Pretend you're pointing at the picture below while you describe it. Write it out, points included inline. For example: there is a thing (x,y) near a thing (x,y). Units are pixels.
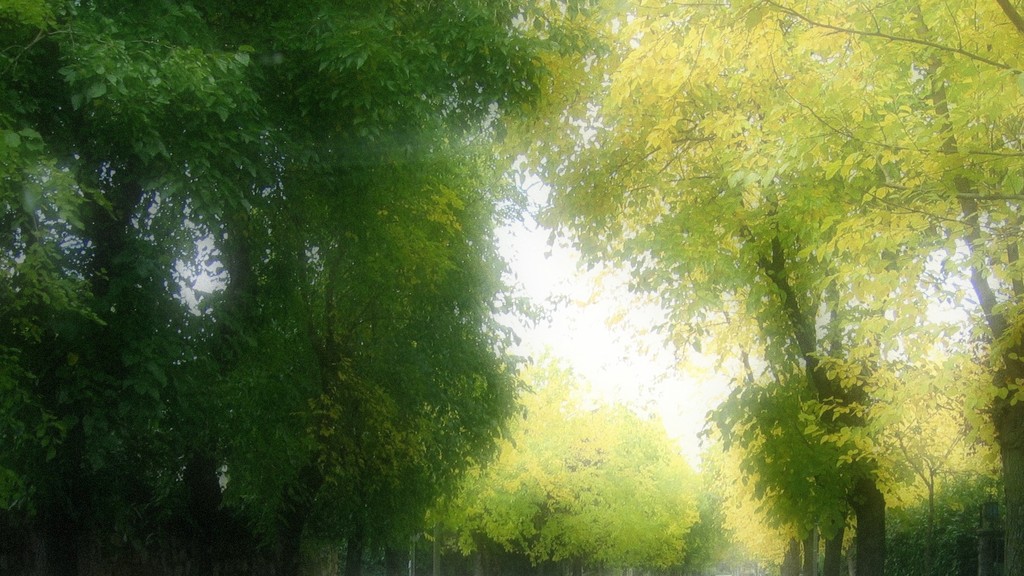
In this image, I can see the trees (475,439) with branches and leaves (384,354). These leaves (385,140) are green in color.
